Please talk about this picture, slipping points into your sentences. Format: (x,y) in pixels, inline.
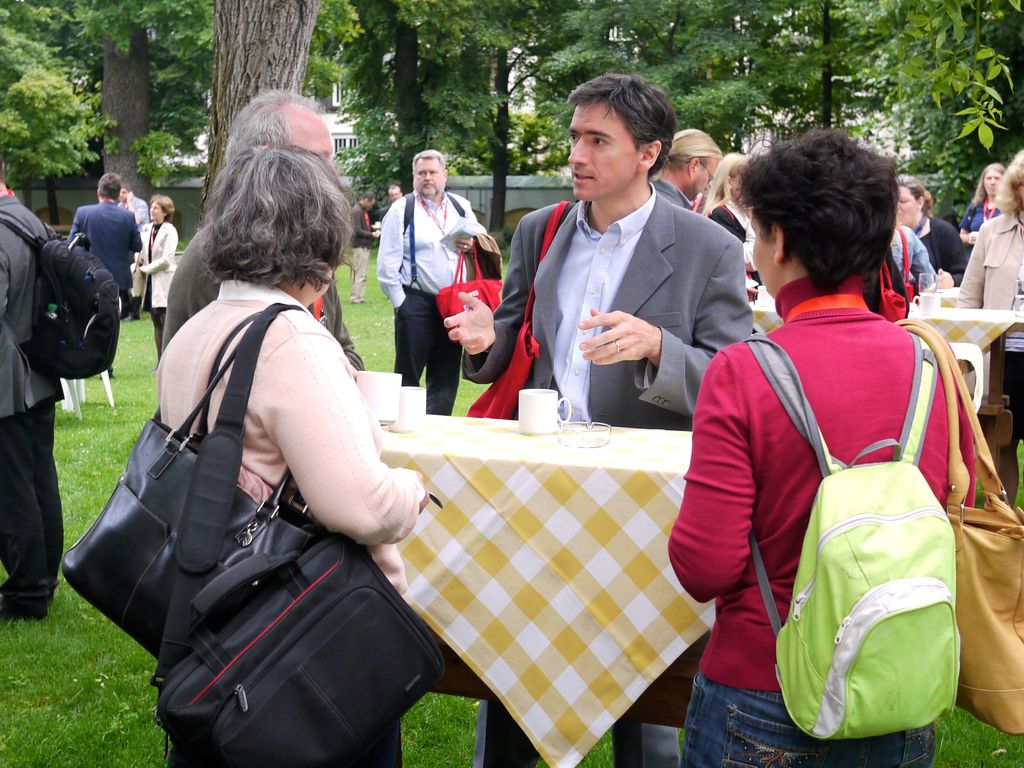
In this picture I can see there is a table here and there are few cups (412,405) placed on the table (498,497) and there are a few people (481,361) standing around the table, there is a woman (270,437) on top left (299,253), she is wearing a pink shirt (262,351) and she is wearing two bags (238,602). The woman (741,412) at right (850,396) is wearing a red shirt (773,472) and she is holding few bags (873,494) and the man (623,220) is standing here at the table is wearing a blazer (556,304) and he is wearing another bag (560,209). There are a few more people (991,199) in the backdrop (372,246) and there are trees (368,78) and grass (66,481) on the floor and there is a building (528,60) in the backdrop (514,54).
